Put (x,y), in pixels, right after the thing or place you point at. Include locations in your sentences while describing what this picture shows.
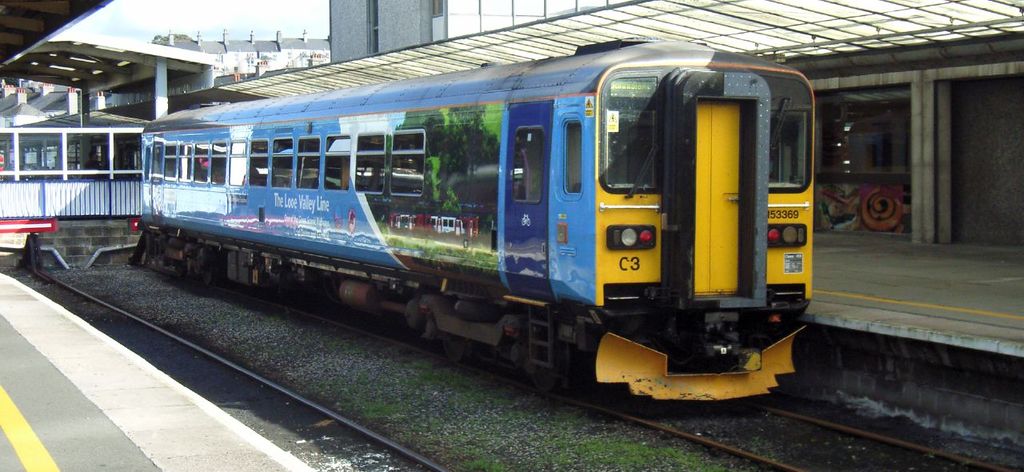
In this picture we can see a small train (598,275) on the railway track (281,315) with a sheltered platform (51,304) on either side.
